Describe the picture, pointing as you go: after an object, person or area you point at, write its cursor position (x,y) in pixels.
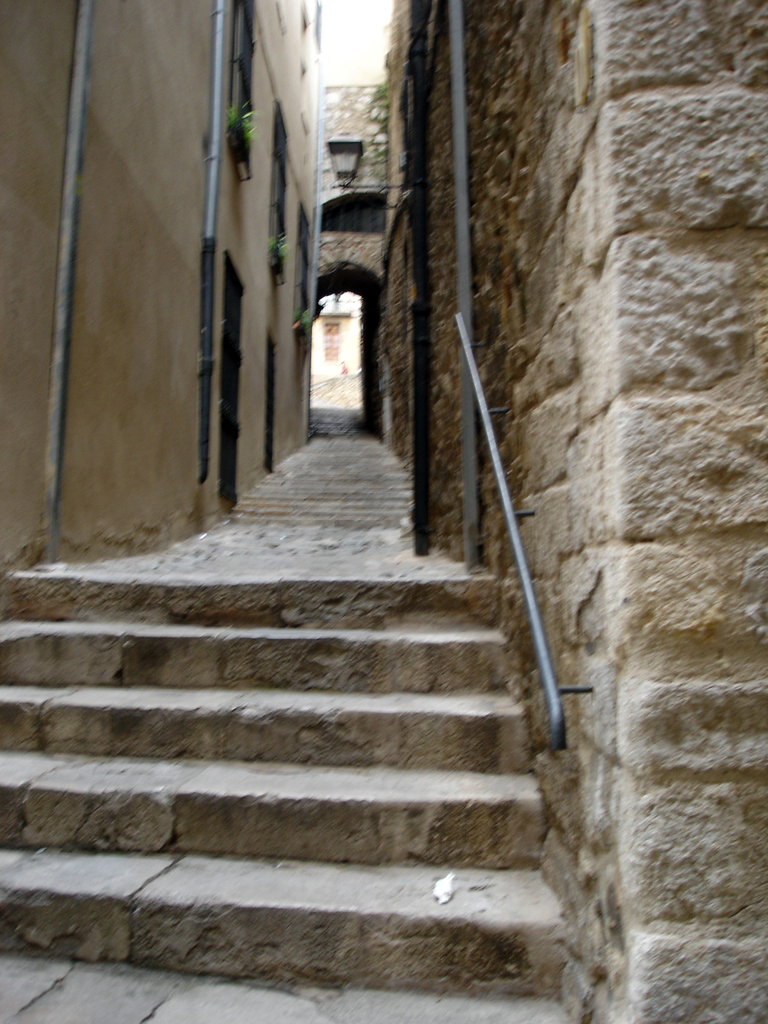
In this image, in the foreground (54,1004) there is a stair (119,960) made up of stone (430,610) and on the right side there are two poles (456,0) and in the middle (322,516) there is a narrow street (361,477).
